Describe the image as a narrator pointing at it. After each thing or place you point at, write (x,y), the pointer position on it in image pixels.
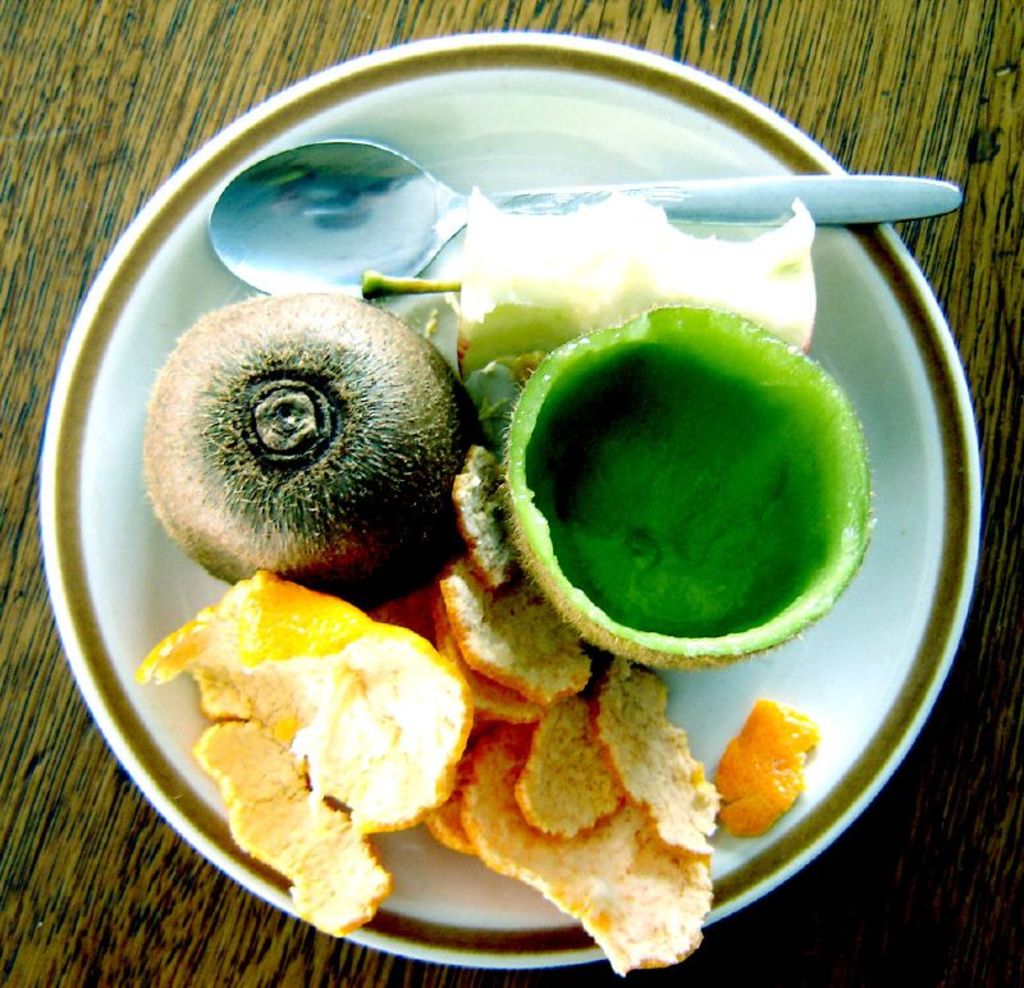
In this image we can see the plate (881,635) with fruit scraps (428,357).
